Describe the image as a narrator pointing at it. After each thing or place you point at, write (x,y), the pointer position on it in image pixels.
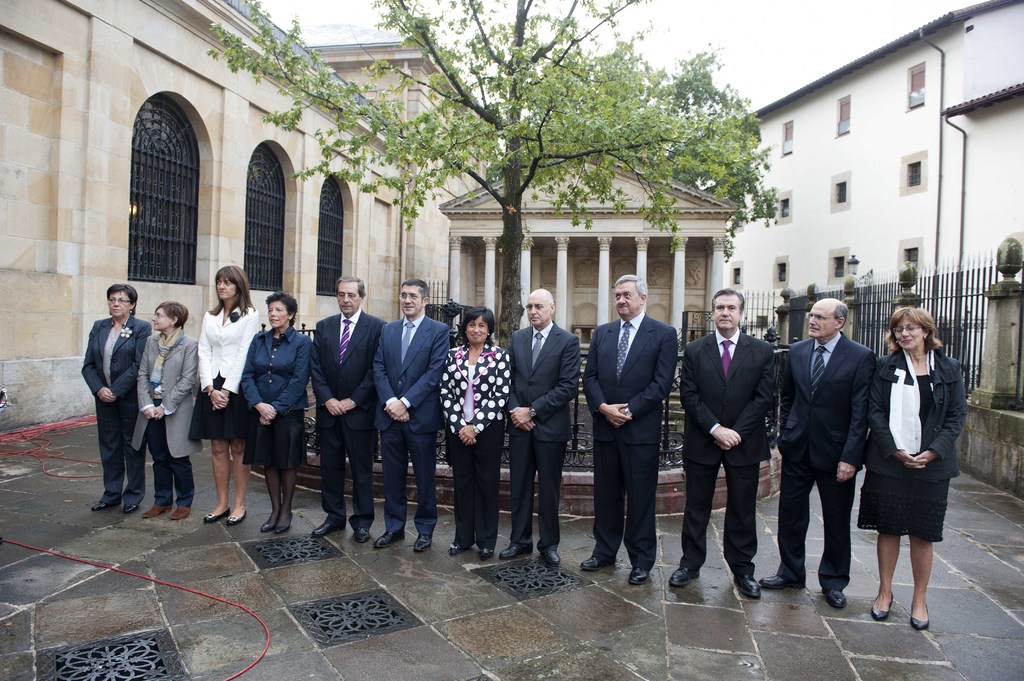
In this picture i can see men (712,390) & women (488,394) were standing in the line. Behind them i can see tree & black fencing (461,313). In the background (426,278) i can see the monument (675,271), buildings (987,224) and poles (679,254). In the top right (768,4) there is a sky (785,13). On the left (169,206) there are three windows (142,228).
